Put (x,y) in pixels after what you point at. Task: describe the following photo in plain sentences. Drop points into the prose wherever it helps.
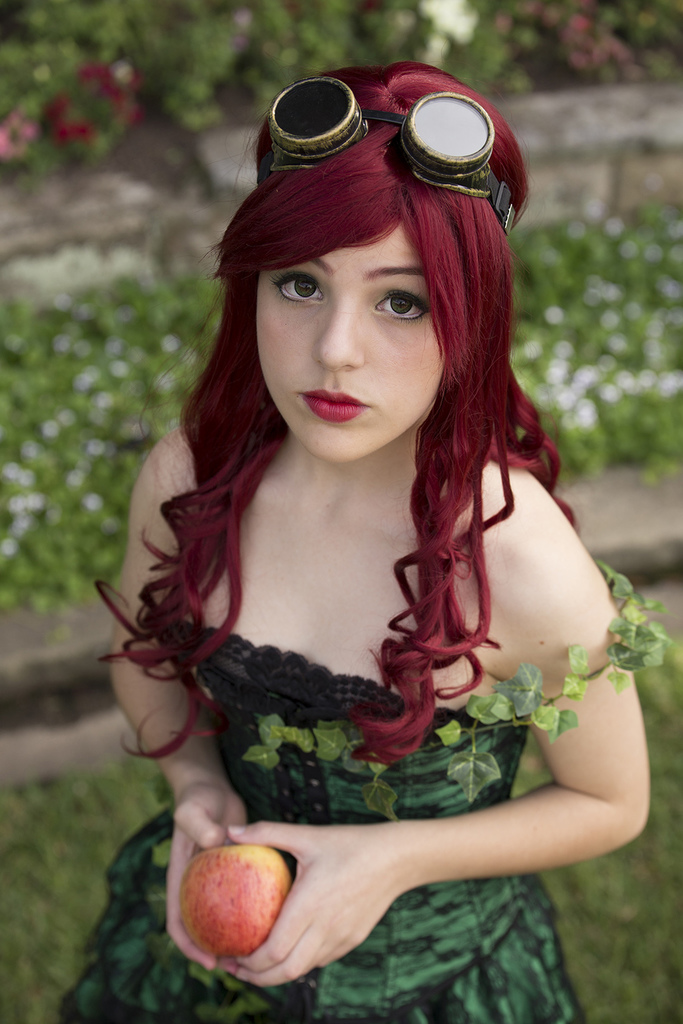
In this image there is a girl (493,850) holding an apple (278,892) in her hands (292,845), in the background (23,916) it is blurred.
